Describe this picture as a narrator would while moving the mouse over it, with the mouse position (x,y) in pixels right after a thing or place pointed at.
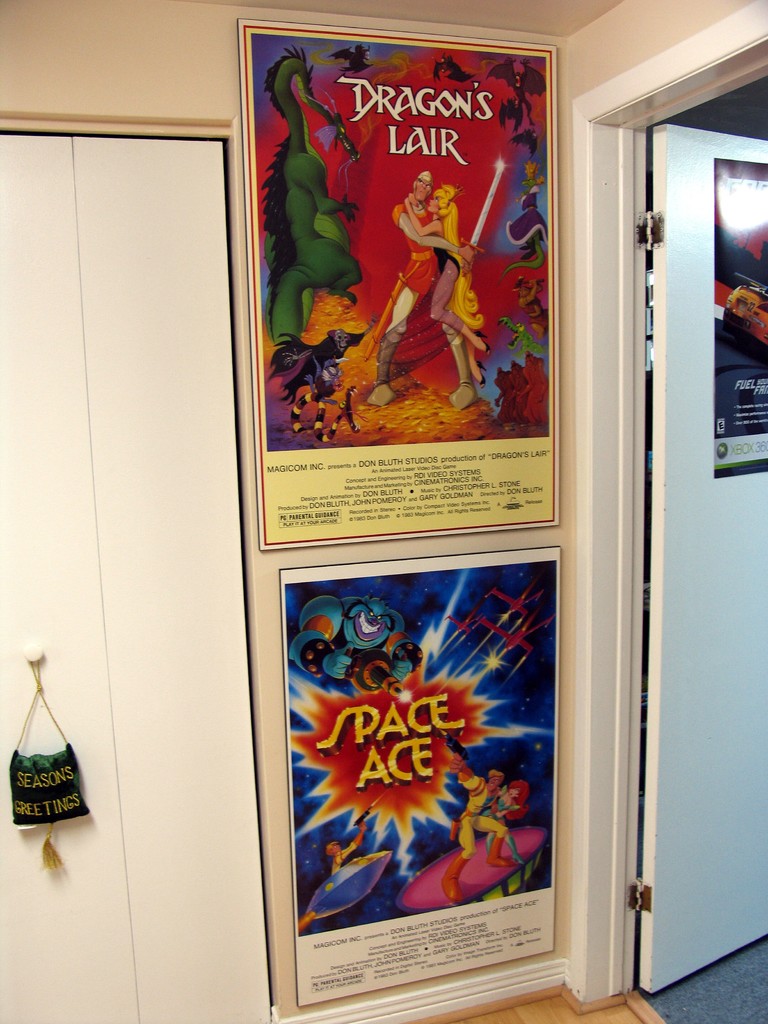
In a room (310,2), there are two big posters (389,531) attached the wall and in the right side (662,526) there is a door (694,950) opens into the another room (692,1006).
